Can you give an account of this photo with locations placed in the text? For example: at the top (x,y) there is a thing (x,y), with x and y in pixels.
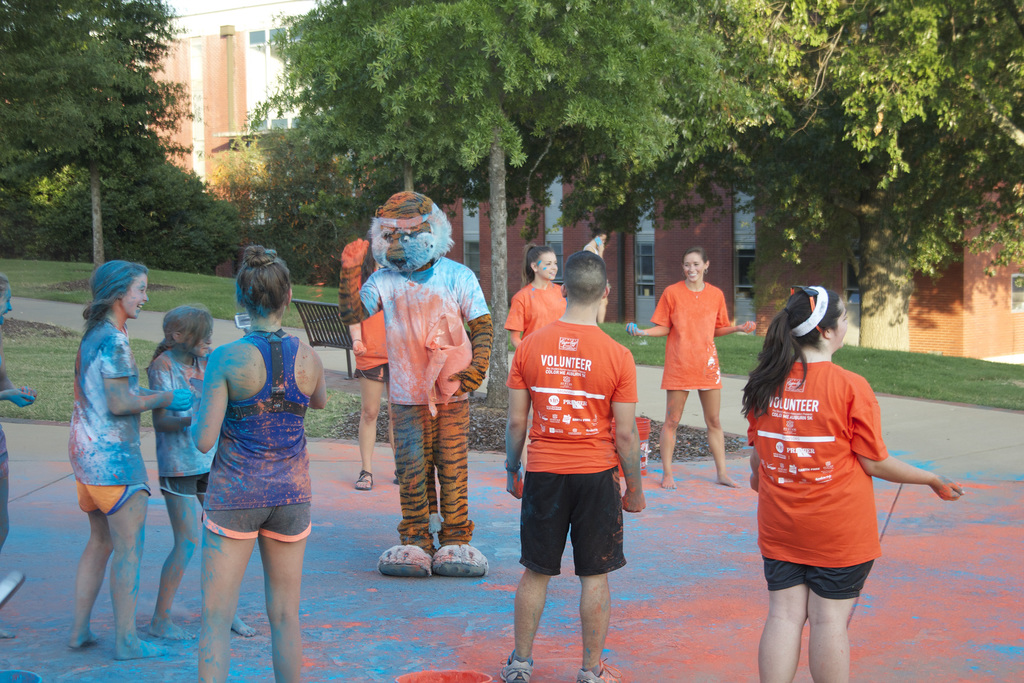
In this picture we can see a group of people (5,517) standing on the ground (652,459) where a person (424,216) wore a costume (423,535) and holding a color bag (437,342) with his hand (466,386) and in the background (199,301) we can see the grass (168,284), bench (324,313), trees (369,119), buildings (995,251).
